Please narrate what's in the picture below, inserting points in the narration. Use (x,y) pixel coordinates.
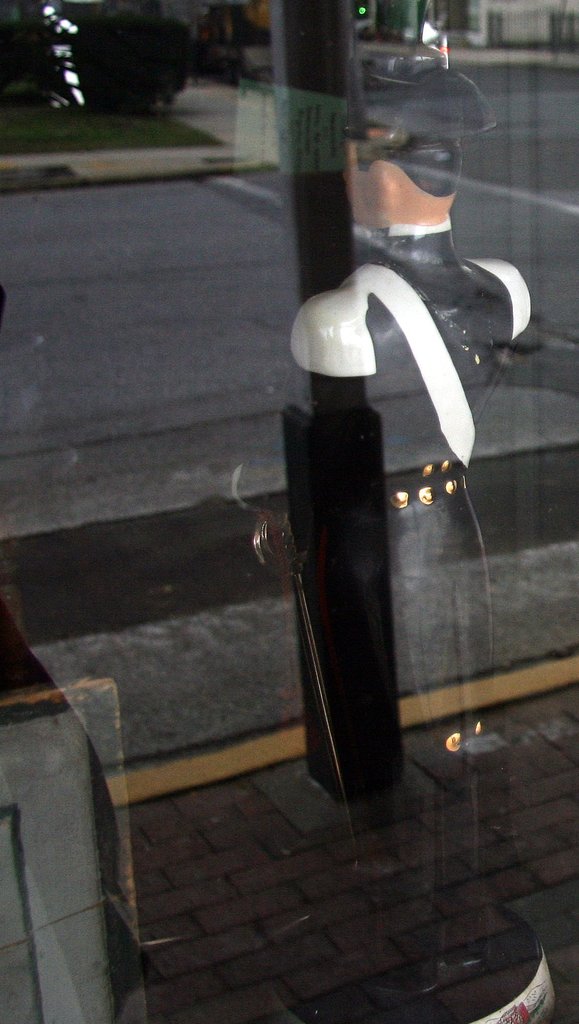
This picture shows a toy reflection (456,160) on the glass (425,107) and we see a tree (164,79) and a road (54,216) and a pole (312,5) on the sidewalk (307,798).
